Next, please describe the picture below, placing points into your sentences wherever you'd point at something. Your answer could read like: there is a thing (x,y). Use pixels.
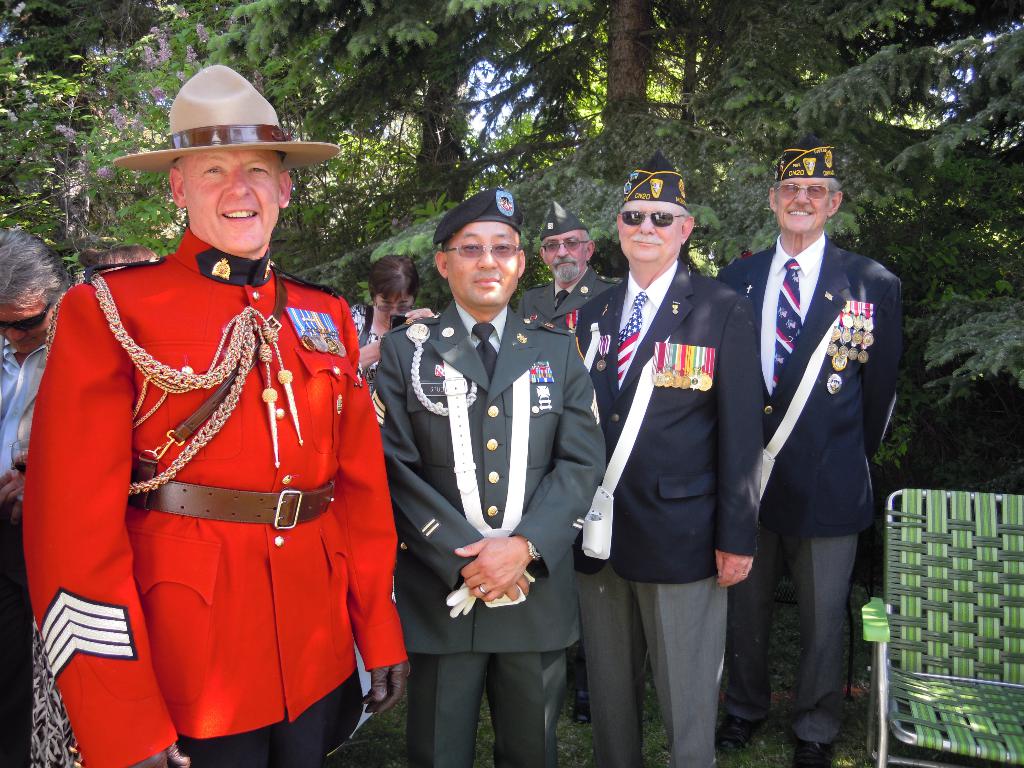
On the left side of the image (269,509) we can see a person (177,570) wearing a red color dress (166,633). In the middle of the image (457,394) we can see a person (509,672) wearing an ash color dress (478,642) and holding something in his hands (476,584). On the right side of the image (808,207) we can see two persons (789,546) wore the same type of dress (857,513) and a chair (954,630) is there.
